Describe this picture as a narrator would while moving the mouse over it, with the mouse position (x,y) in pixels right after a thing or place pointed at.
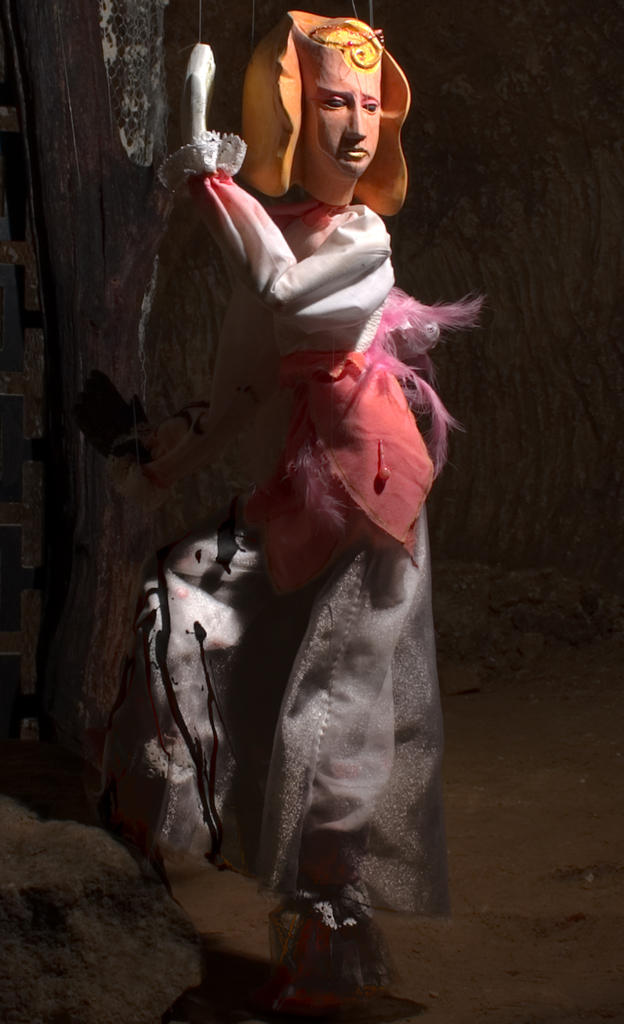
This is the picture of a sculpture (274,572) to which there is a different costume (329,601) and to the side there is a rock (115,978).
